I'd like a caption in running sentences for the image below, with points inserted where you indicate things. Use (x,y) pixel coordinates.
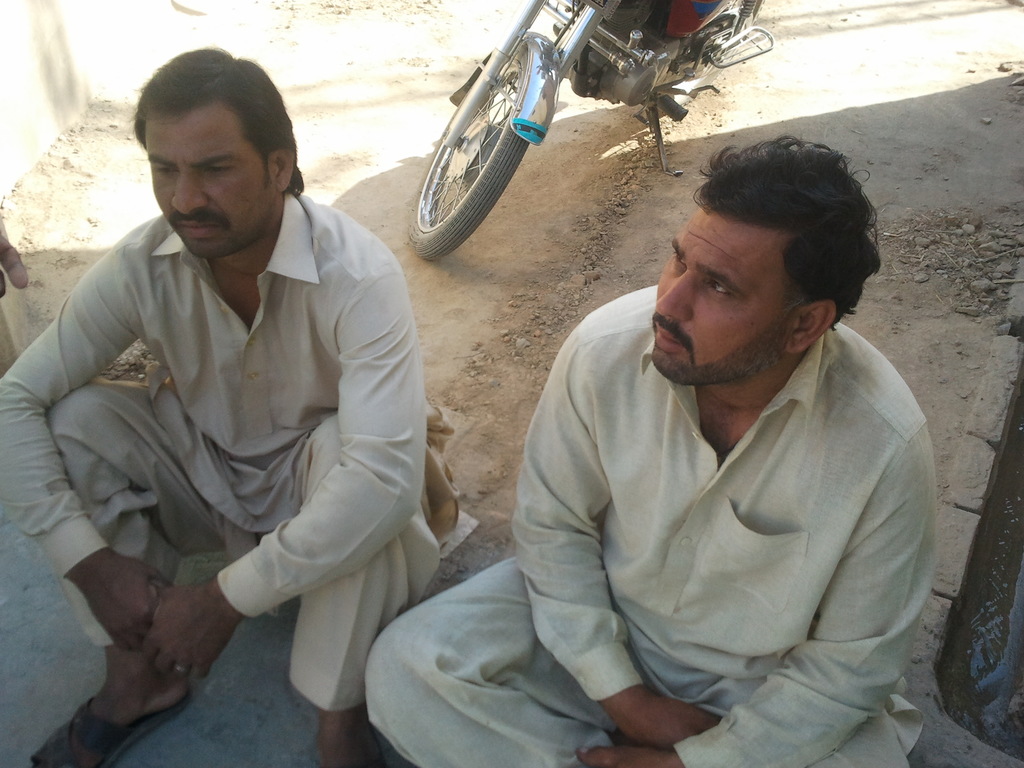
In this image, we can see persons (605,545) wearing clothes (605,545) and sitting on the ground (489,475). There is a motorcycle (542,128) at the top of the image (634,49).
